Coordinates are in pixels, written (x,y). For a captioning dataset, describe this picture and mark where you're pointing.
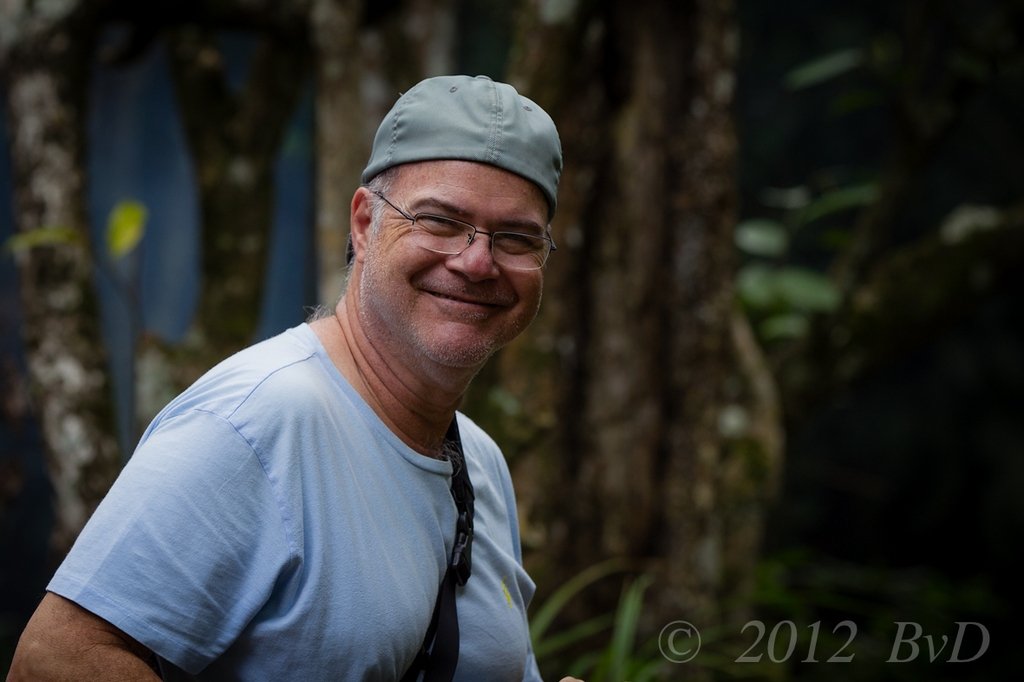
In this picture, we see a man (403,245) in the blue T-shirt (364,495) is standing. He is wearing the spectacles (453,222) and a cap (480,122). He is smiling and he is posing for the photo. In the background (264,187), we see the trees (686,295) and this picture is blurred in the background (588,388).
